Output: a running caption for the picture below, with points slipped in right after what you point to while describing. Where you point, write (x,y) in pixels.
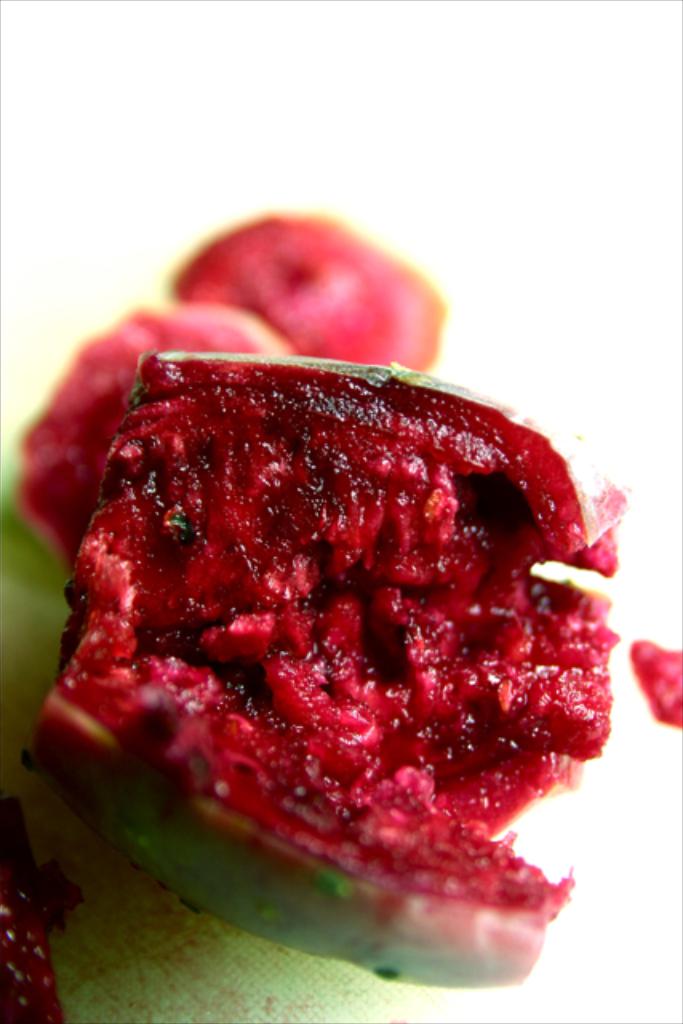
In this picture I can see the green and red color things (191,498) in front (436,611) and I see that it is white color in the background (661,933).
